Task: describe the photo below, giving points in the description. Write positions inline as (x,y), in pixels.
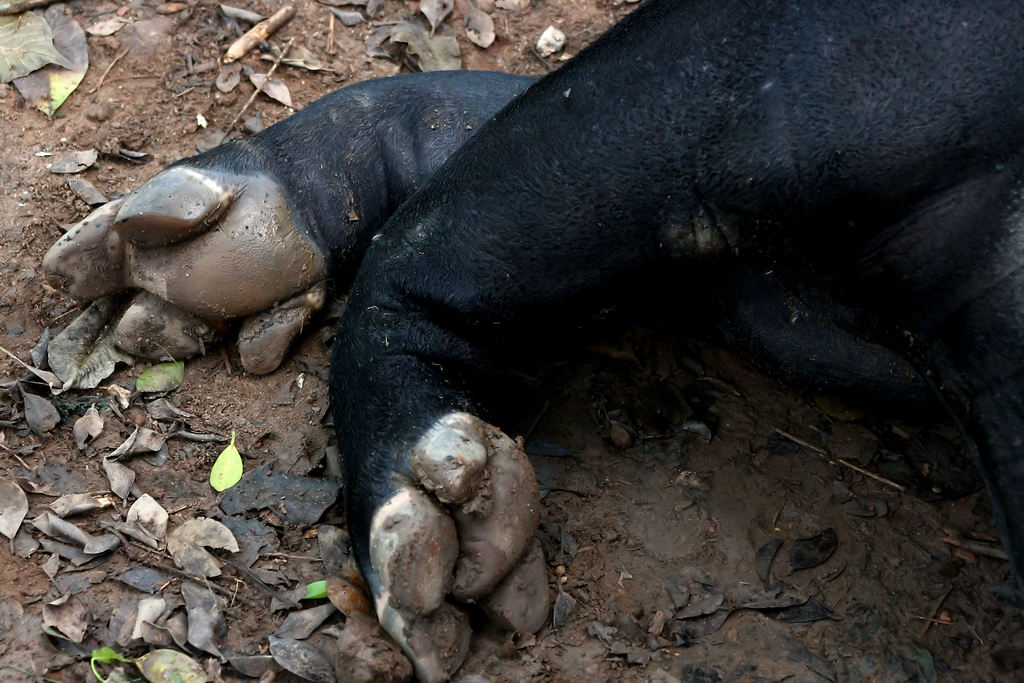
This picture shows an animal legs (981,326). They are black in color and we see leaves (221,574) on the ground (171,64).
